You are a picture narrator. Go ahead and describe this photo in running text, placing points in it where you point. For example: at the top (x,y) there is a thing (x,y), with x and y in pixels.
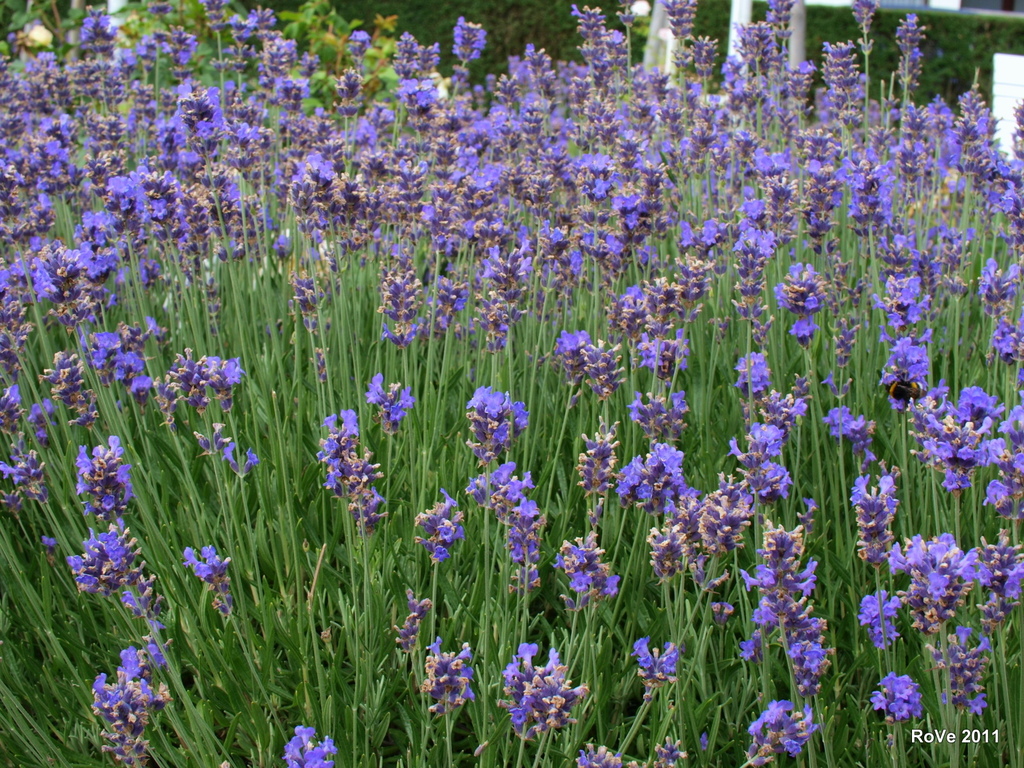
In this image we can see the flower plants (474,262). In the bottom right corner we can see the text (970,737).
